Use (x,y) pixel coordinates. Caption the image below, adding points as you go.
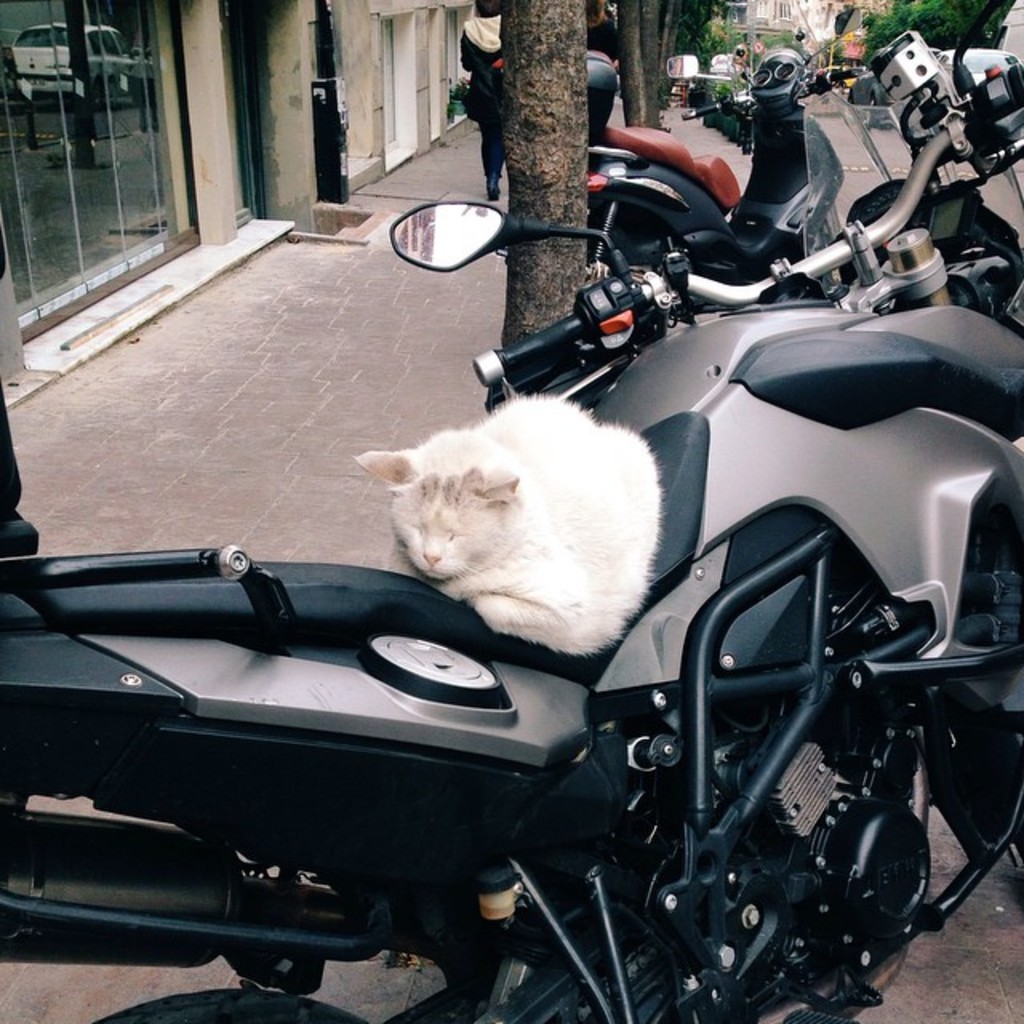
This image is taken in outdoors. In the middle of the image (394,584) there is a bike (728,896) parked in a parking area (372,239) and there is a cat (608,553) on it. There are few vehicles (813,125) in this image. At the top of the image (79,41) there is a building (182,166) with walls (221,119) and doors (76,171). Two people (494,143) are walking on the sidewalk (357,361) and there are few trees (526,72).
